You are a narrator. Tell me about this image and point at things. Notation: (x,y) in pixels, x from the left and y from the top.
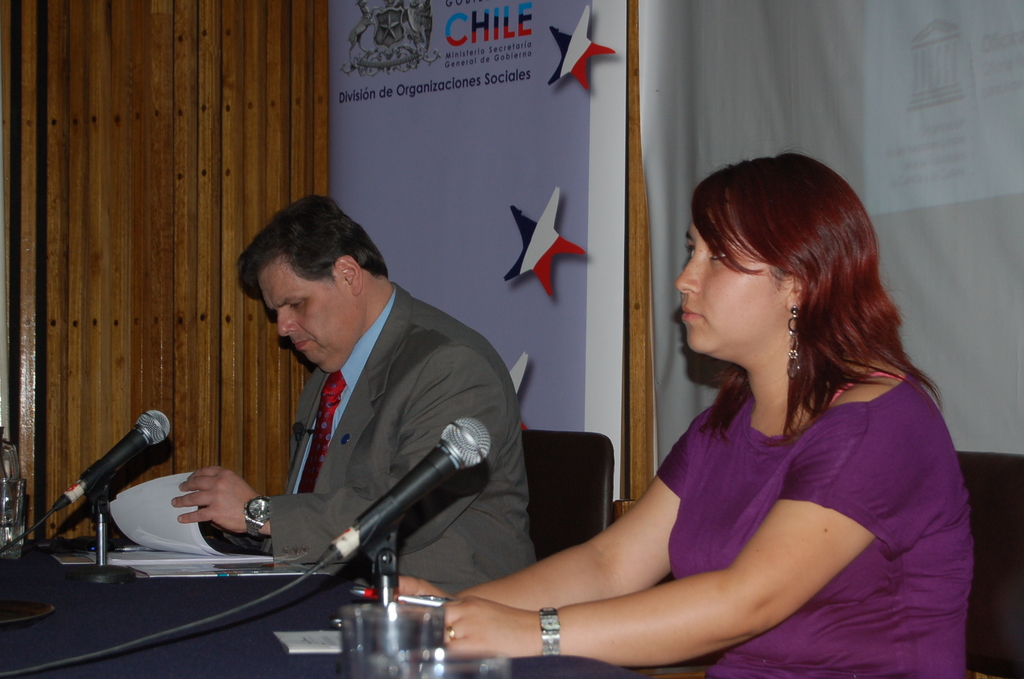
At the bottom of the image (95,601) there is a table (107,606). On the table (166,613) we can see a cloth (151,621), mics (471,446), papers (122,557), glasses (358,614). Beside a table (206,610) we can see two persons (902,423) are sitting on the chairs (537,518). In the background of the image (742,146) we can see the wall (315,93) and boards (579,126).
